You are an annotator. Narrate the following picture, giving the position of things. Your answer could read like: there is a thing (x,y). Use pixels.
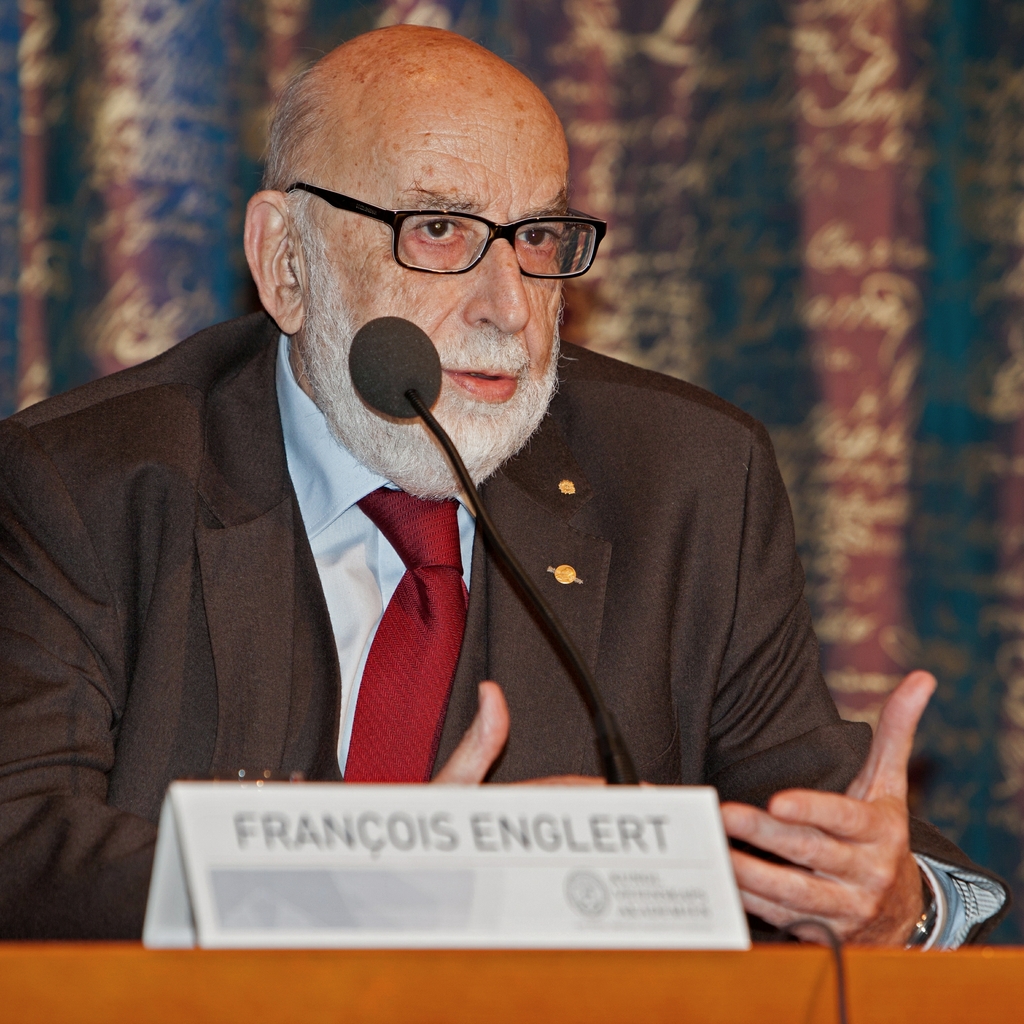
This image is taken indoors. In the background (801,298) there is a curtain (159,258). At the bottom of the image (336,962) there is a table (513,955) with a name board (526,941) and a mic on it. In the middle of the image (487,652) a man (497,749) is sitting on the chair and talking.
